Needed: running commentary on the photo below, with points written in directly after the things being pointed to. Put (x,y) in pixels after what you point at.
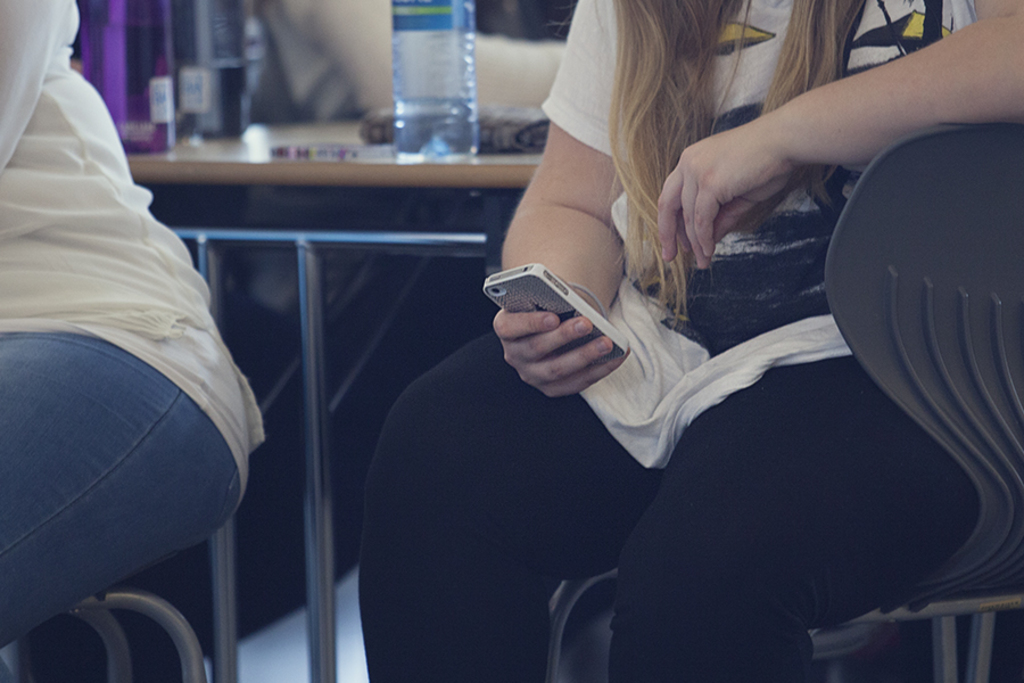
In this image we can see two women (87,216) wearing white color T-shirt (125,265) sitting on chairs (169,617), on right side of the image (830,460) there is a woman (592,464) operating mobile phone (507,300).
